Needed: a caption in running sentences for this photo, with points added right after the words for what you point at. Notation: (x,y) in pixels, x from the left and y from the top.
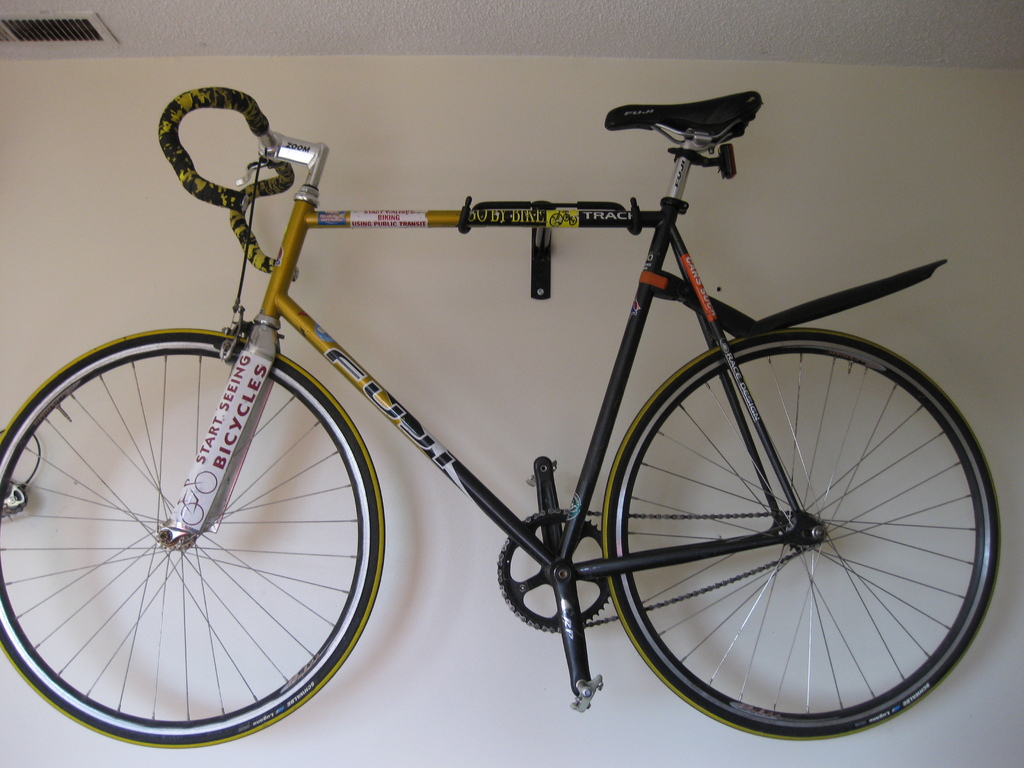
In this image there is a bicycle (252,336) hanging on the wall (969,700).
